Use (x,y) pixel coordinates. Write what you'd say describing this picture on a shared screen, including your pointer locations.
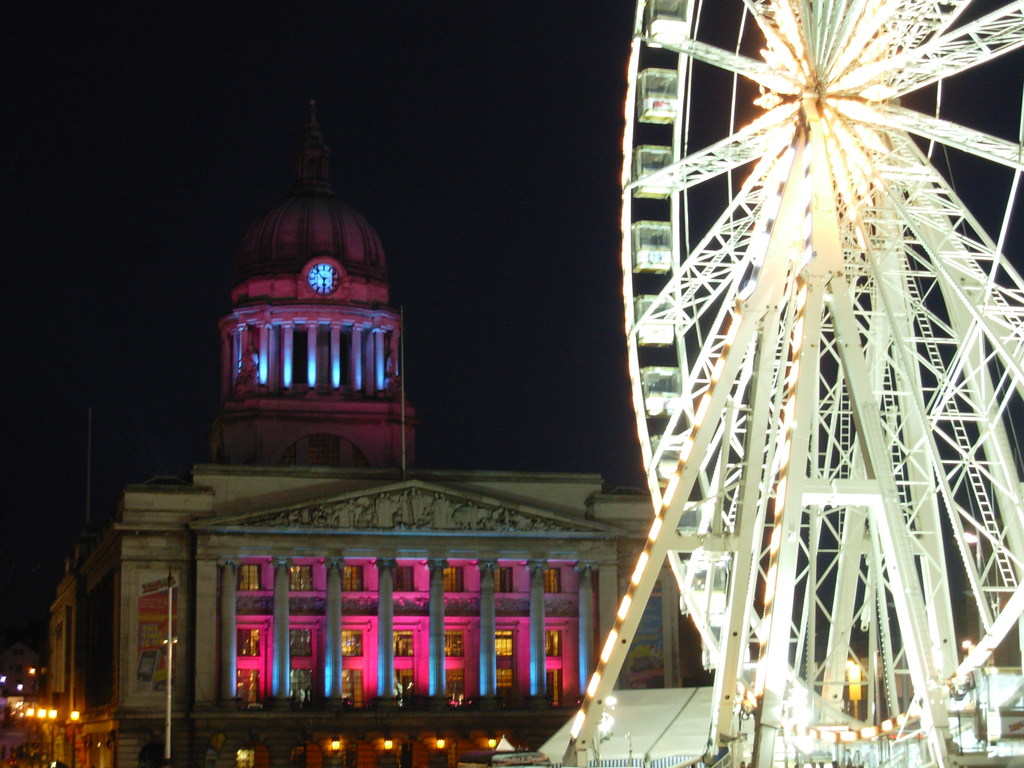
In this picture I can observe a giant wheel (735,308) on the right side (754,262). In the background (329,575) I can observe a building (264,493) and sky (178,234) which is completely dark.
